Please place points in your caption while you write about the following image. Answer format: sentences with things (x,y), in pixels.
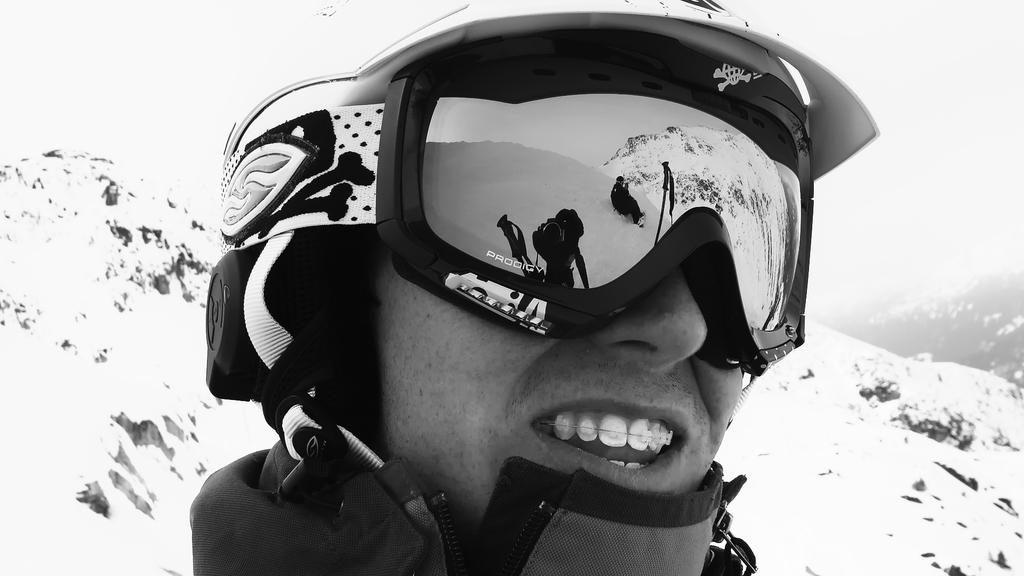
I see this is a black and white image and I see a man (404,308) who over here who is wearing glasses (467,169) and a helmet (393,43) on his head (725,71) and in the background (750,421) I see the white color surface (831,410) and I see something is written on this glasses (498,256).
